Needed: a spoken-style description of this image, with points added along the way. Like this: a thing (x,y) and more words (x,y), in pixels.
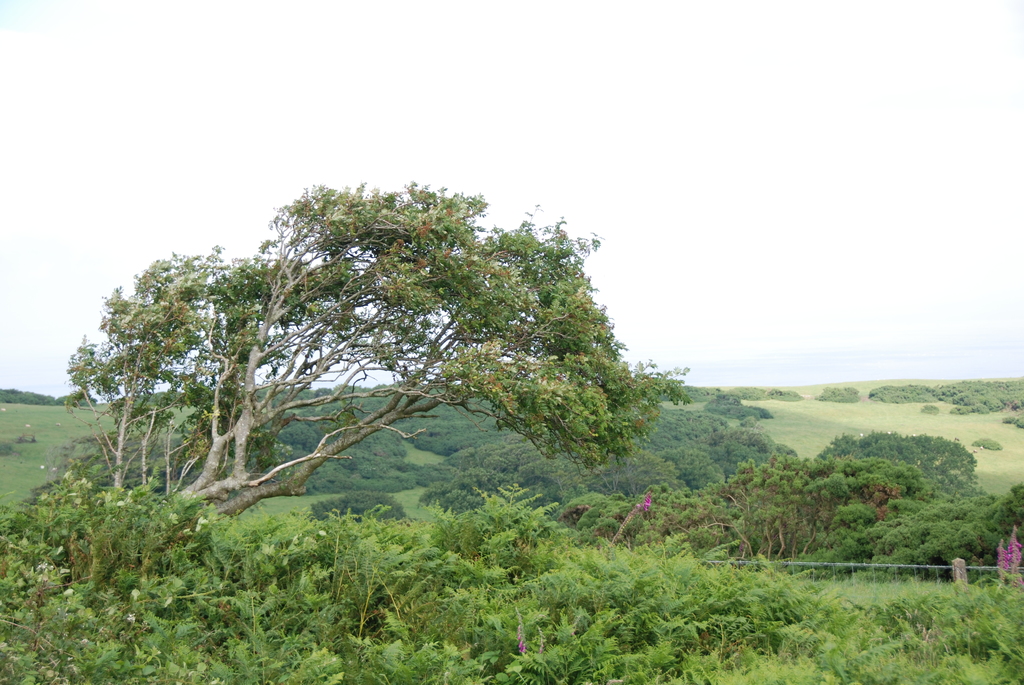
These are the trees (240,496), at the top (519,112) there is a cloudy sky (669,65).
